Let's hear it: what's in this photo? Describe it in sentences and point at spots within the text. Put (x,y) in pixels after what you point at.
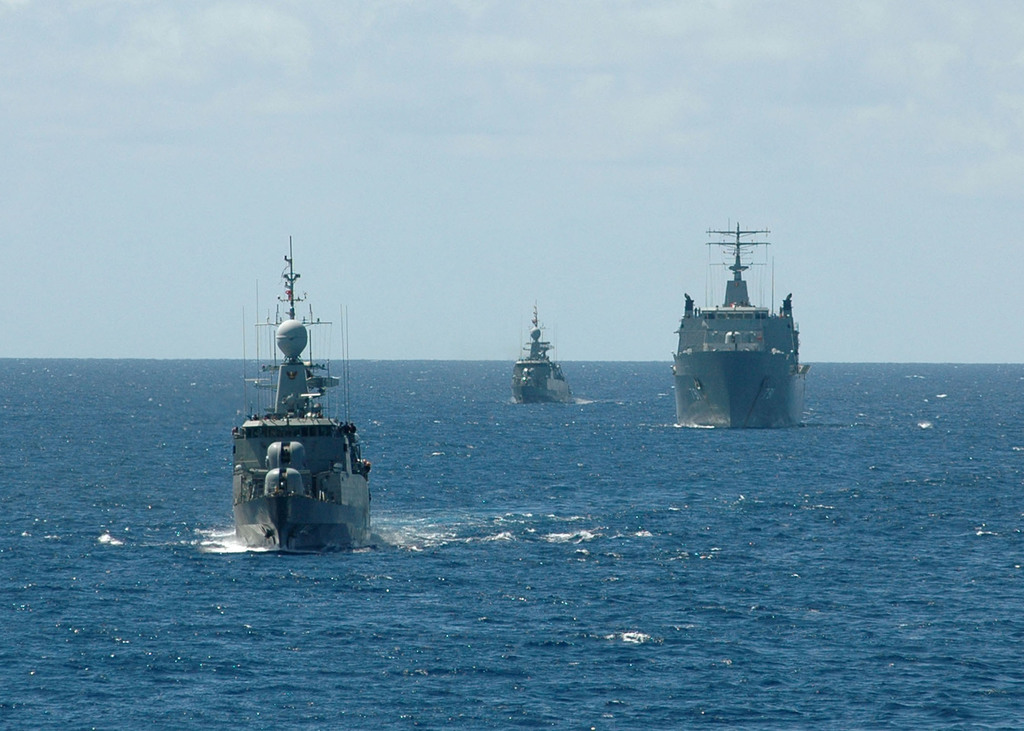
In this image I can see few ships (683,393) and blue color water (756,526). The sky (553,205) is in blue and white color.
